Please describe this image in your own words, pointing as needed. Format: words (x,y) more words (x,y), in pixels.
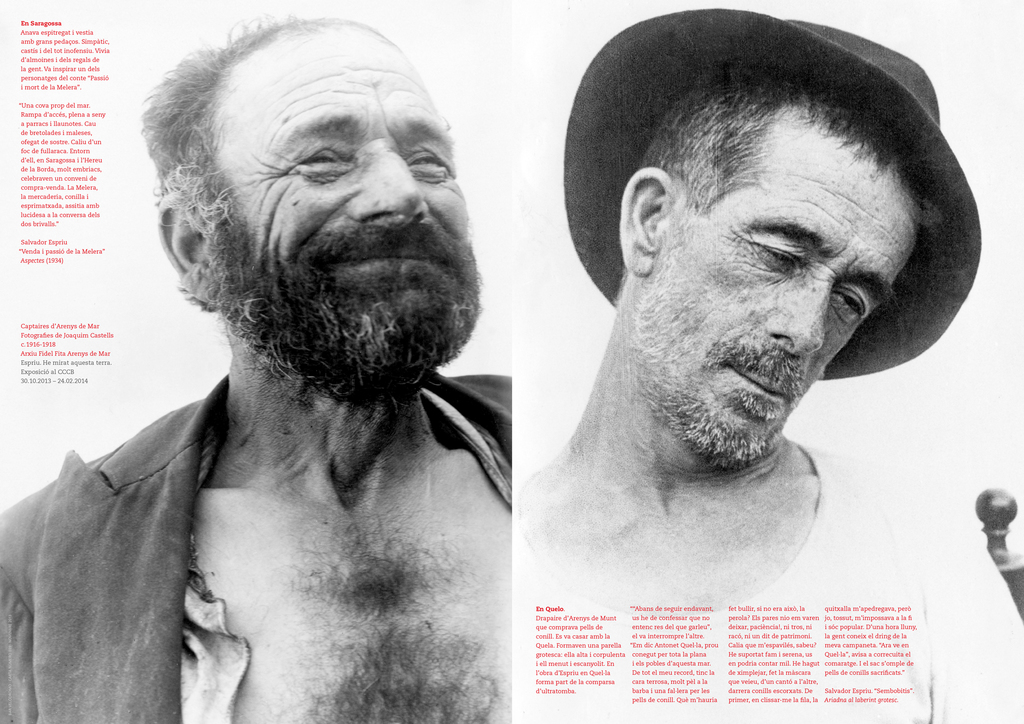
This image contains a poster (331,425) having pictures (199,493) of two persons (308,431) and some text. Right side (685,385) there is a person (790,193) wearing a cap (819,69).
